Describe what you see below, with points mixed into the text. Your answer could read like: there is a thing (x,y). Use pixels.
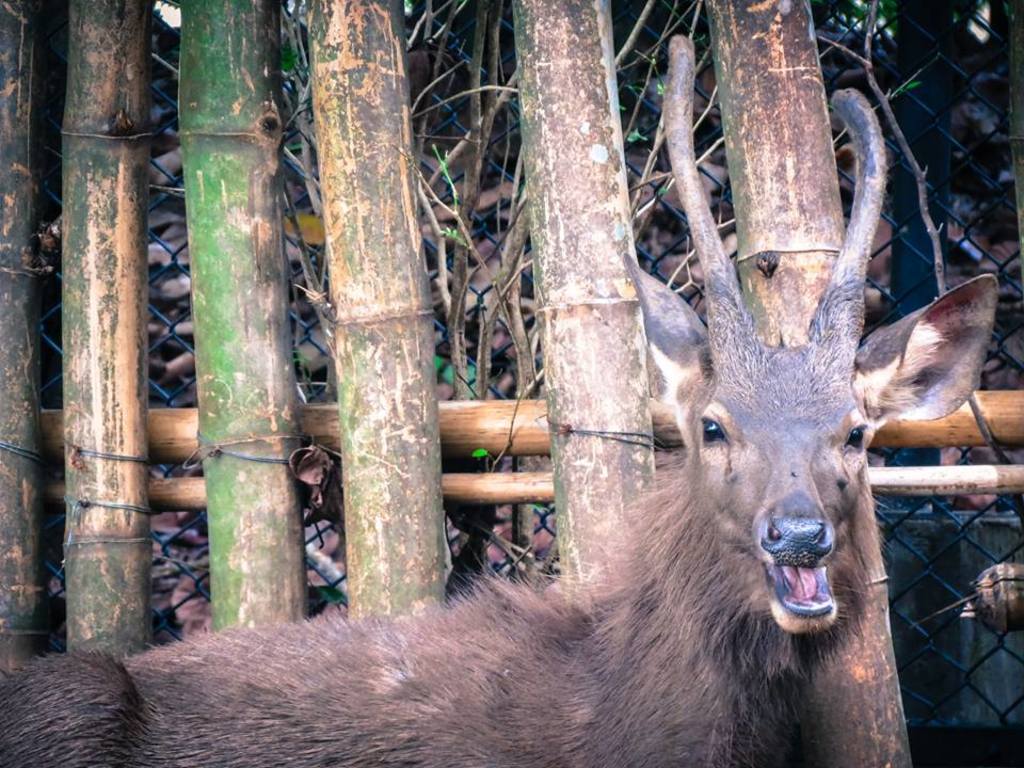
In this image we can see an animal (493,646). We can also see some wooden poles (558,479), a metal fence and some trees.
